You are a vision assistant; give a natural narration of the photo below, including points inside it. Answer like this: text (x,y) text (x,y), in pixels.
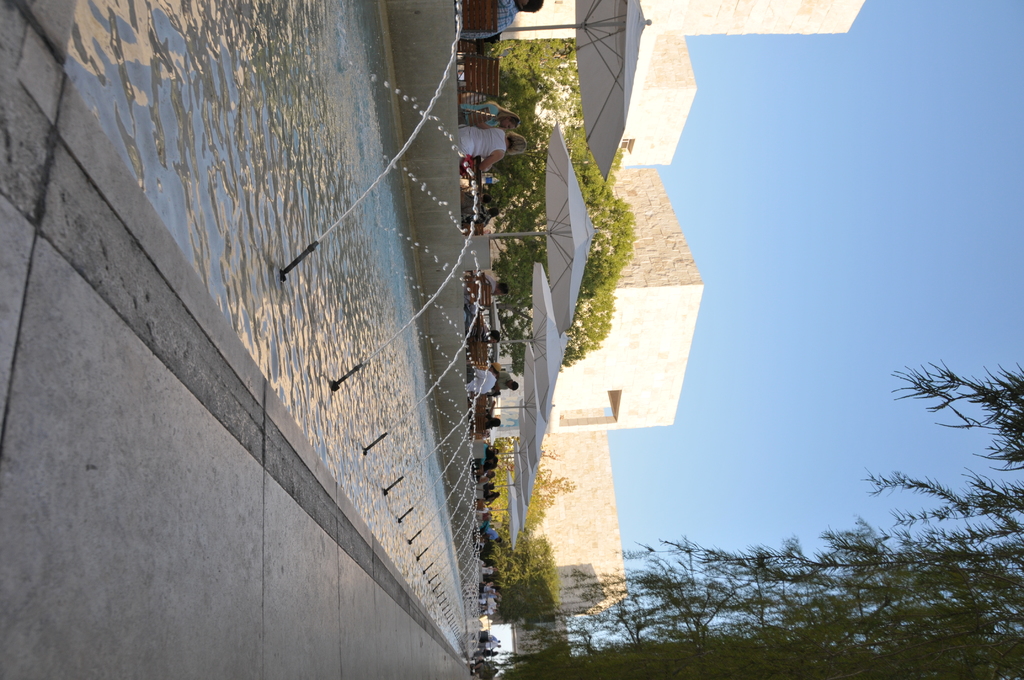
In the foreground of this image (62,643), there is a path (320,578) and tree (838,665) on the bottom (830,648). In the middle (349,328), there is water (332,335) and few sprinklers (374,444) in it. In the background (608,243), there are trees (607,236), umbrellas (521,481), chairs (489,78), person (480,124) sitting under umbrellas (534,433), few buildings (598,429) and the sky (839,224).
